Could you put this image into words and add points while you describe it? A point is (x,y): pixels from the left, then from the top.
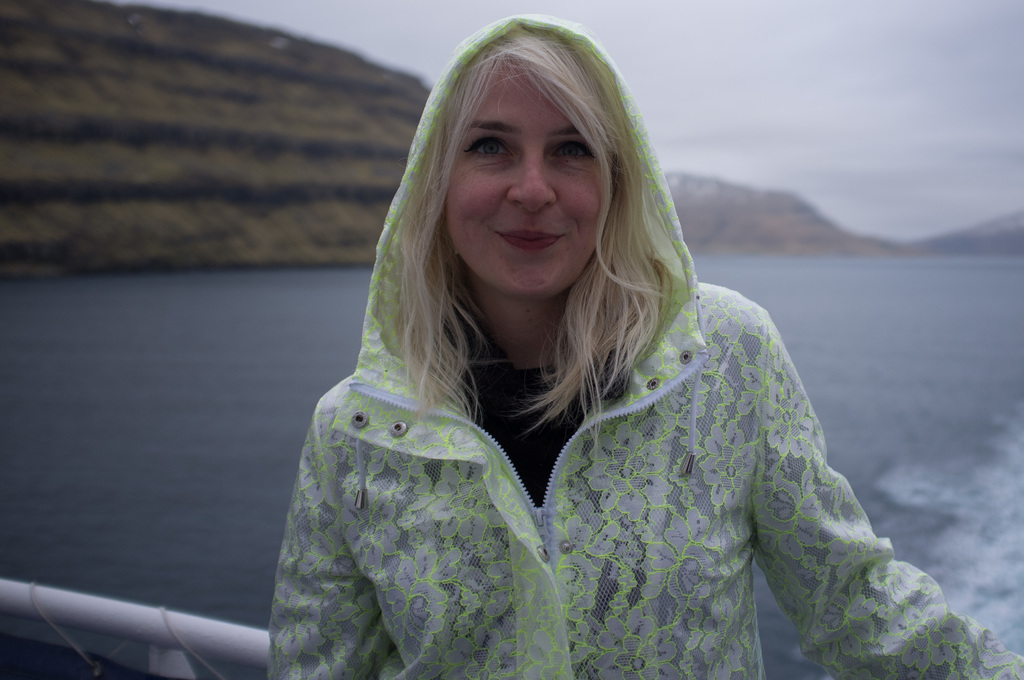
In this image, I can see the woman (586,489) standing and smiling. She wore a jacket (521,521). I think these are the water (859,345) flowing. In the background (107,198), these look like the mountains (748,204).
